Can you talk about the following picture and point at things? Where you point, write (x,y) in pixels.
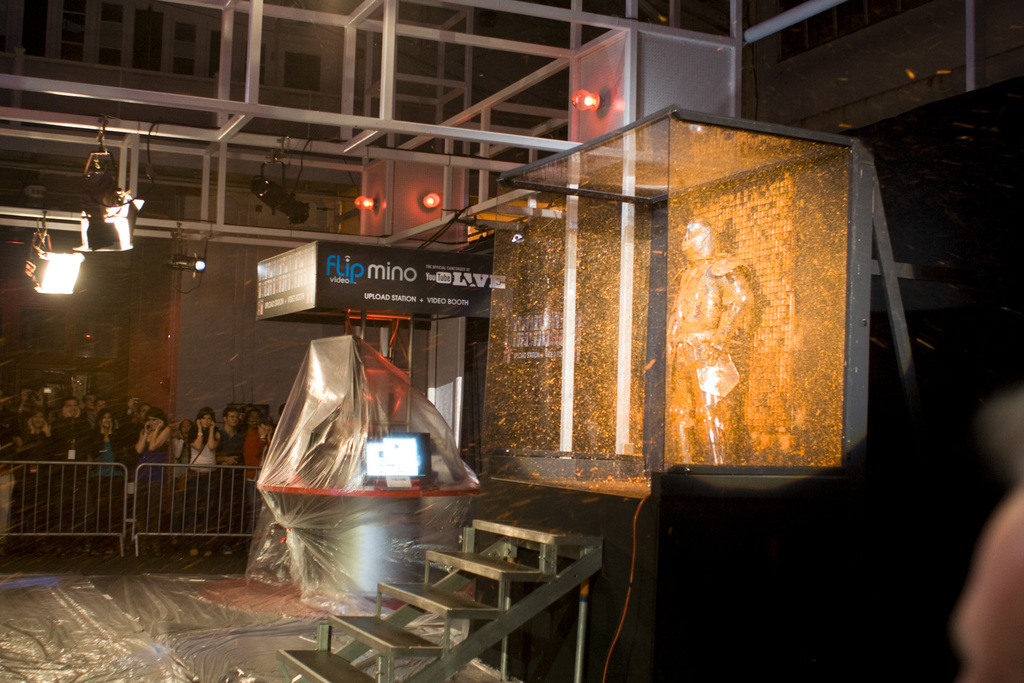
In the picture we can see an idol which is kept in the glass (629,345) and near to it, we can see some steps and beside it, we can see a table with a computer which are packed in the polythene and in the background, we can see a railing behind it we can see some people (16,466) are standing and closing their ears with hands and to the ceiling (435,154) we can see some lights (70,285).
